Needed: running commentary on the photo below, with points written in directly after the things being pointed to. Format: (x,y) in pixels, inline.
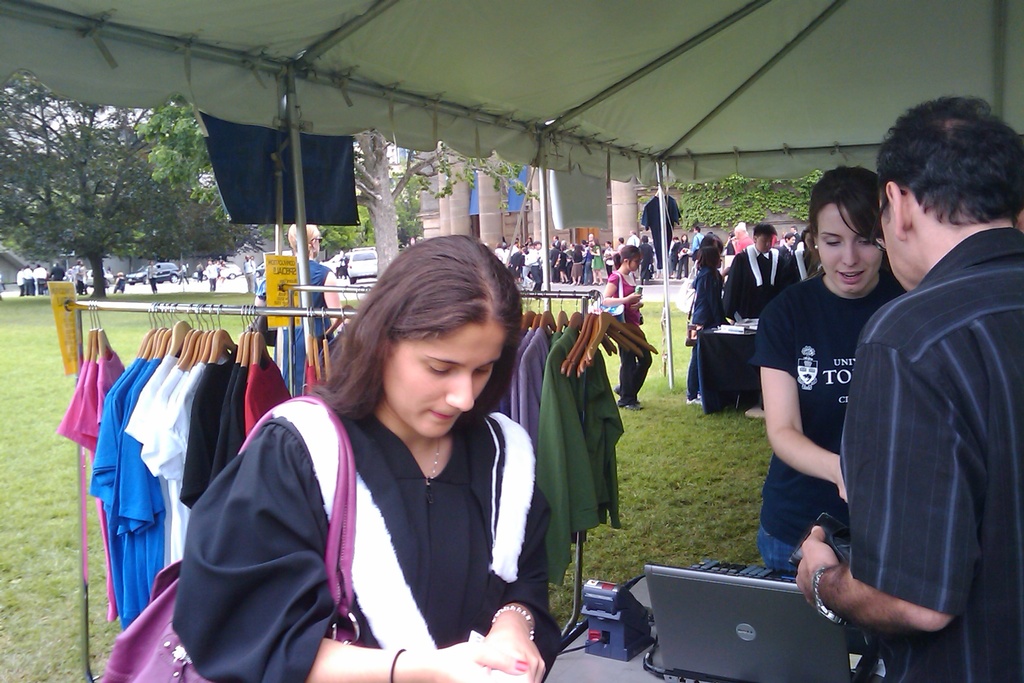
In this image I can see there are few persons (929,253) standing under the tent (294,118), under the tent (294,118) I can see hanger (584,334) on the hanger (584,334) I can see clothes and I can see a laptop (742,612) kept on the table (602,666) at the bottom (759,614) and I can see trees (16,154) visible in the middle (360,237) and few persons (587,243) and cars (354,254) visible in front of the building (487,185).
